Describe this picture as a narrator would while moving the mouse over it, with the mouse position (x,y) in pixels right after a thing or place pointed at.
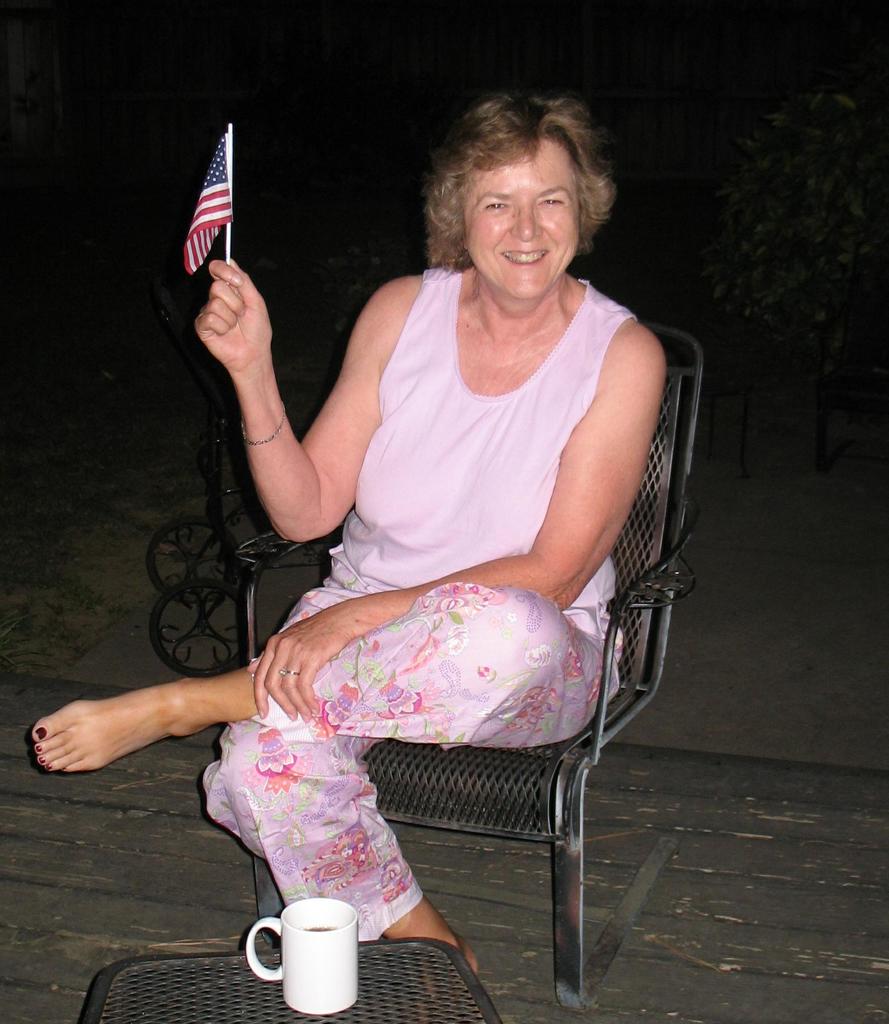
This woman (414,596) is sitting on a chair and holds a american flag (214,165). This are plants (807,212). On a table (186,968) there is a coffee mug (317,983).
